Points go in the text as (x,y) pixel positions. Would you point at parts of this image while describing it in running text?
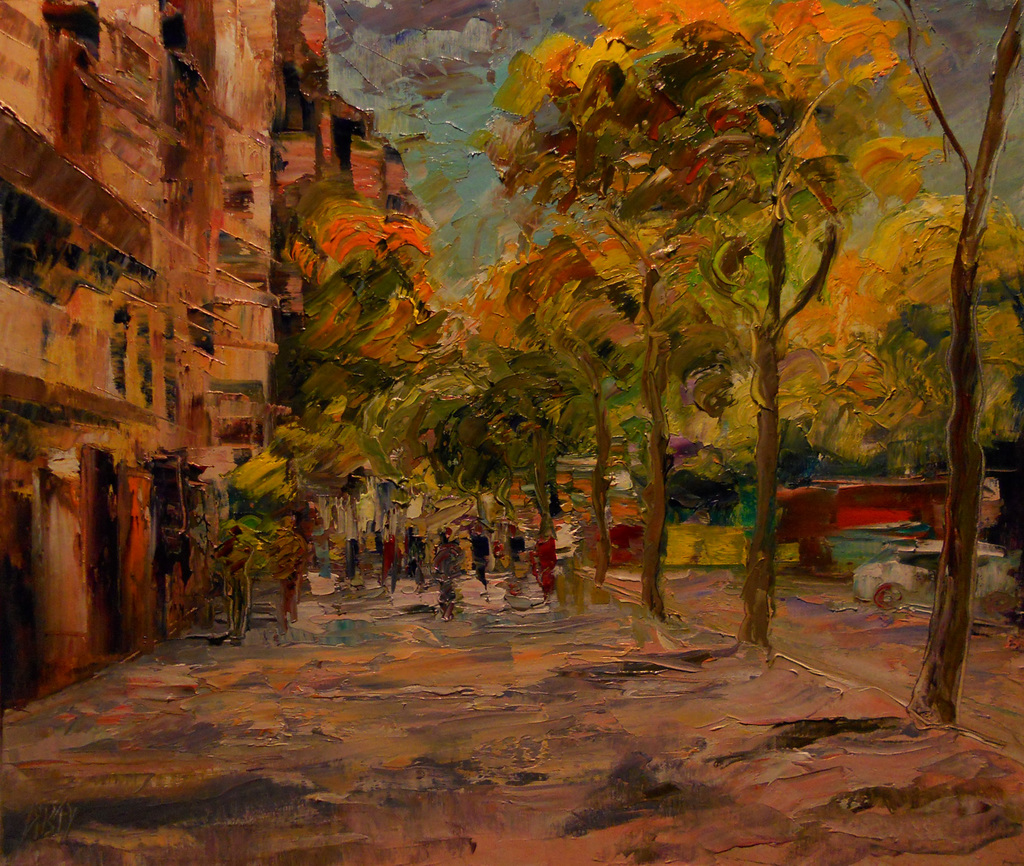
This is a picture of the painting (208,465), in this image we can see some trees (661,449), buildings (49,549), people (233,532) and a vehicle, in the background (488,263), we can see the sky (457,261).
